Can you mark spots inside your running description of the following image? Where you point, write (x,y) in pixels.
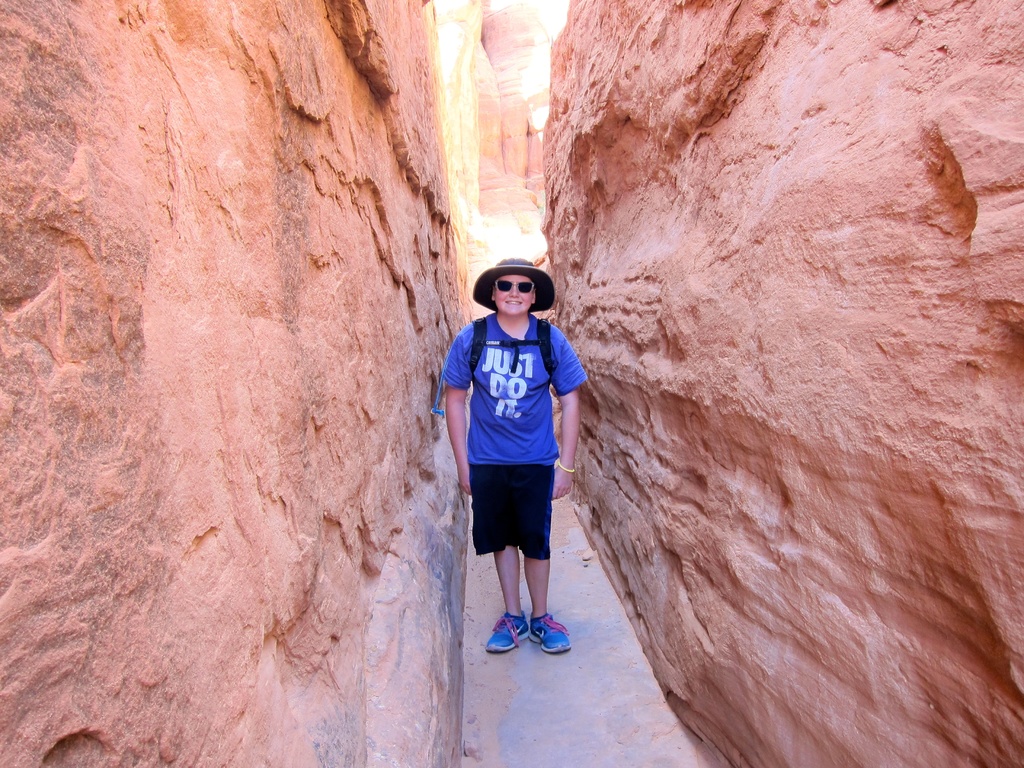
In this image I can see a man (476,512) wearing blue color t-shirt (523,441), black color short (514,494), blue color shoes (517,635), black color cap (487,282) on the head (517,305), standing, smiling and giving pose for the picture. On both sides of this man (458,380) I can see the rocks (447,253).
